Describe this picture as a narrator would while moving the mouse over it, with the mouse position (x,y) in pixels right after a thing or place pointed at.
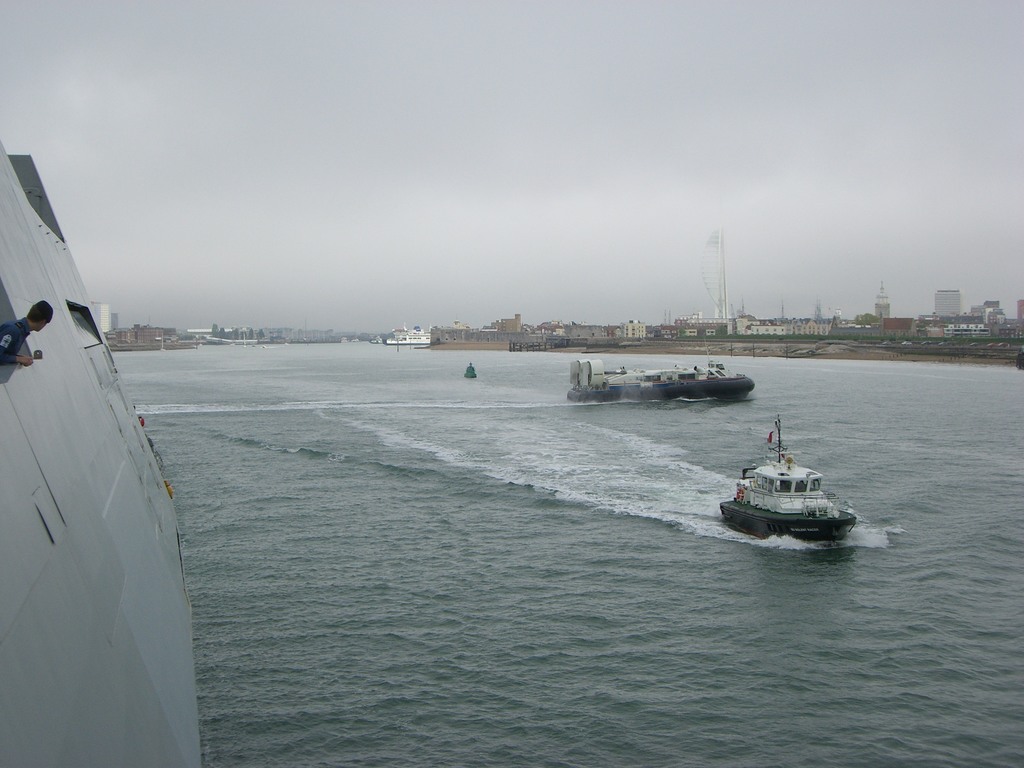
In this picture we can see a few boats (793,515) in water (507,513). We can see a person (0,351) on ship (156,483) on the left side (35,315). There are few buildings (708,324) and a tower (722,298) in the background (946,318).
